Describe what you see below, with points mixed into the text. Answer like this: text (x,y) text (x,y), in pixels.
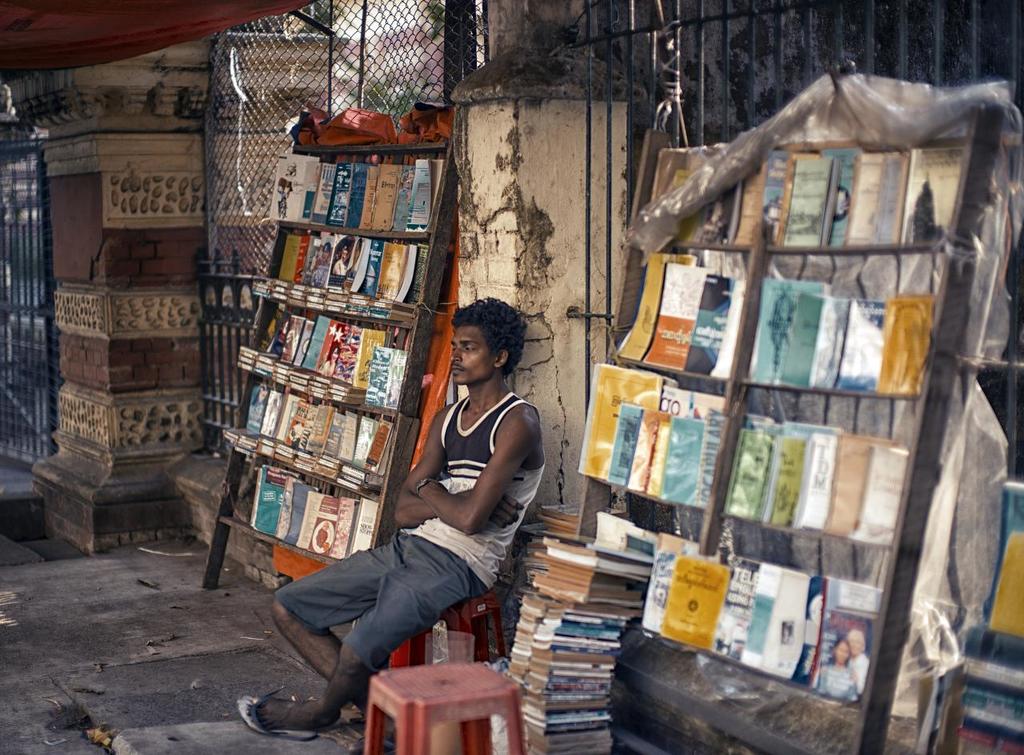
In this picture I can see few books (407,262) on the wooden stands (433,294) and I can see few books (571,688) on the ground (339,736) and a man (421,540) seated on the stool (476,618) and I can see another stool (470,699) on the side and I can see a metal fence (46,188).
